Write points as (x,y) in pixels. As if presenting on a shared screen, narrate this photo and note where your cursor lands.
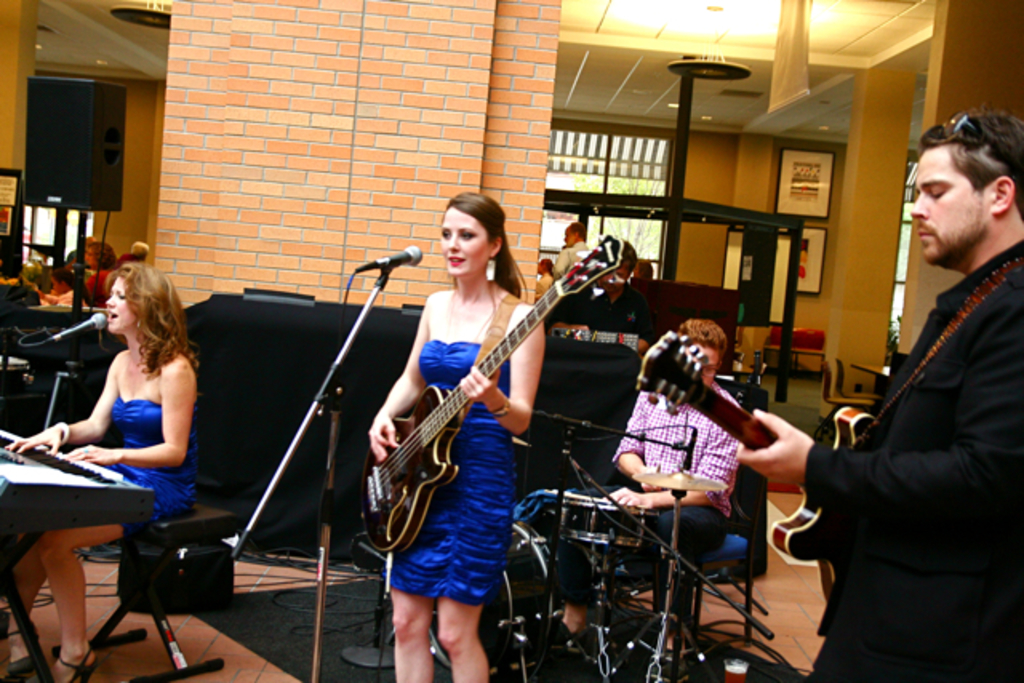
In this picture there is a woman (127,425) wearing a blue dress (129,431) is sitting on the chair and playing piano (89,465). She is singing on mic (80,329). There is other woman (447,366) who is playing guitar (415,415). There is a man (694,456) wearing pink shirt (706,452) is sitting on the chair (732,544) and holding a drum (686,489). There is a man (900,489) wearing a black jacket (882,453) is holding a guitar (762,445). There are also few people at the background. There is a light (759,37). There is a loudspeaker (103,172). there are frames (813,203) on the wall (828,228). There is a tree (642,230) at the background (629,229). There is a black carpet (263,639).
